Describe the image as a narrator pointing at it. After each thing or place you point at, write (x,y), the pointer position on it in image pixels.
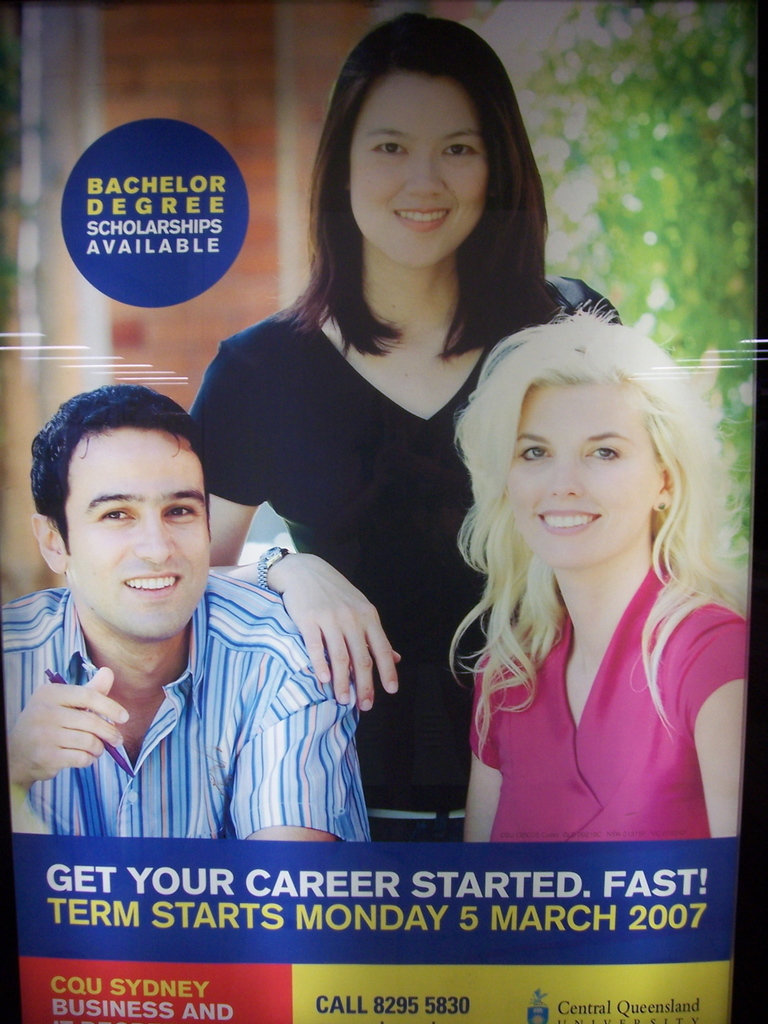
This picture contains a poster (318,500). In this picture, we see a man (290,622) in blue shirt (180,693) and a woman (571,663) in pink dress (568,723) is sitting. Behind them, the woman (322,480) in black T-shirt (367,469) is standing. All of them are smiling. Behind them, we see trees (574,159) and a wall (296,253) or a pillar (296,253). At the bottom of the picture (369,874), we see some text (140,889) written.
